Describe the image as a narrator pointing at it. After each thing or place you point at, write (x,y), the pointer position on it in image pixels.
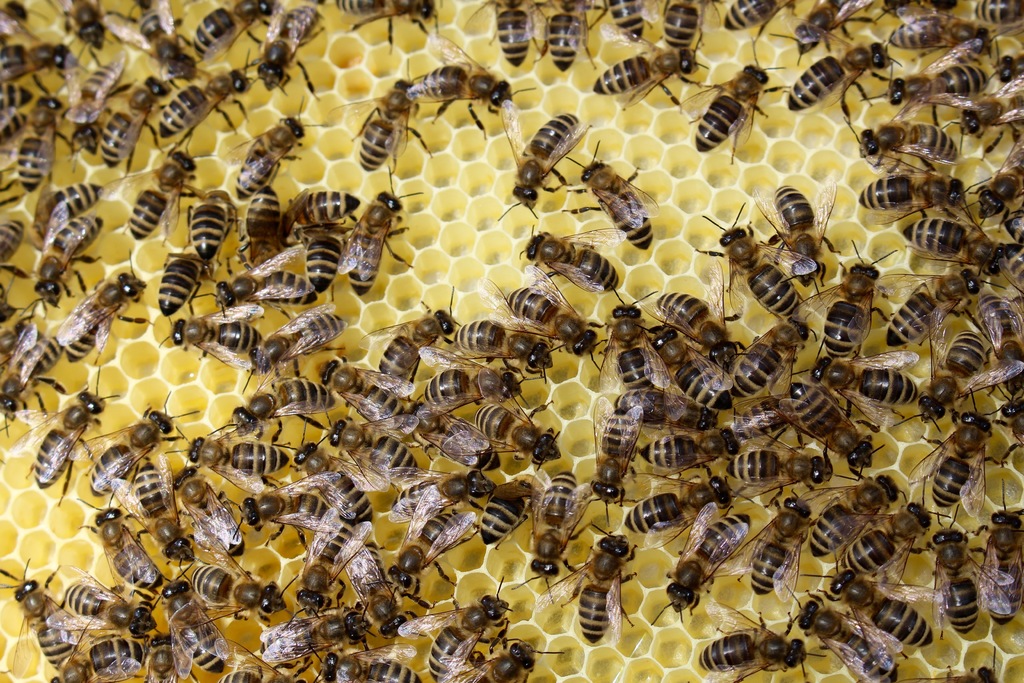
There are honey-bees (472,492) on a mesh (467,218) which is having holes (403,243). And the background (439,230) is yellow in color.
